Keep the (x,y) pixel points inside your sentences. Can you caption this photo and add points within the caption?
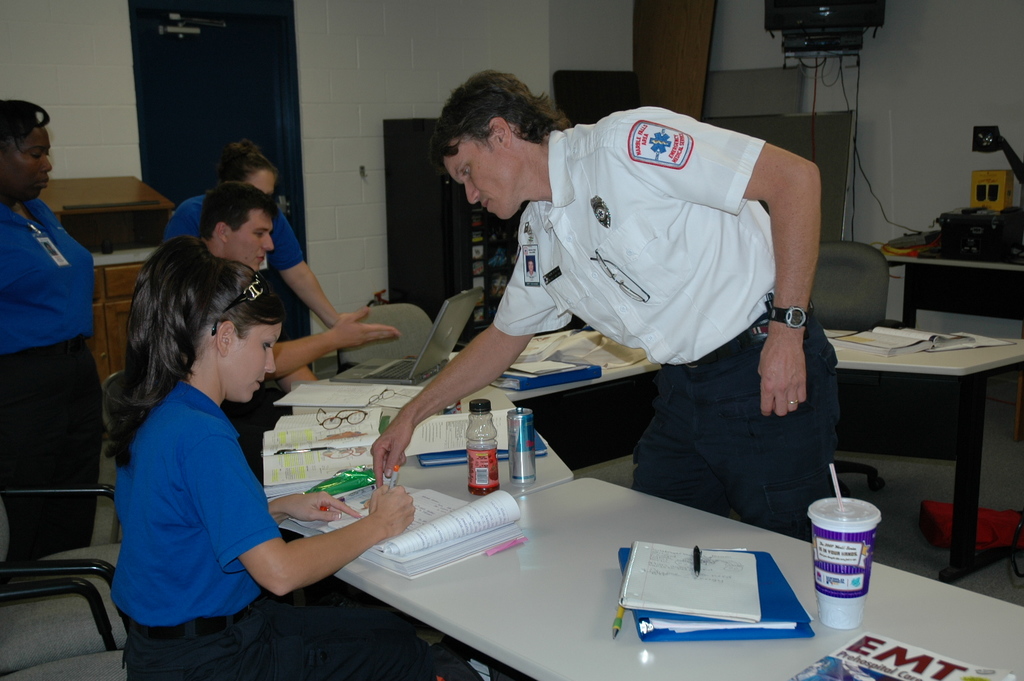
In this image, we can see white color tables (943,592), there are some books (515,508) and there is a bottle (491,438), glass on the tables (925,631), there are some people (228,197) sitting on the chairs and there is a person (694,303) standing and in the background (470,20) we can see a wall (306,32) and a door (262,46).
